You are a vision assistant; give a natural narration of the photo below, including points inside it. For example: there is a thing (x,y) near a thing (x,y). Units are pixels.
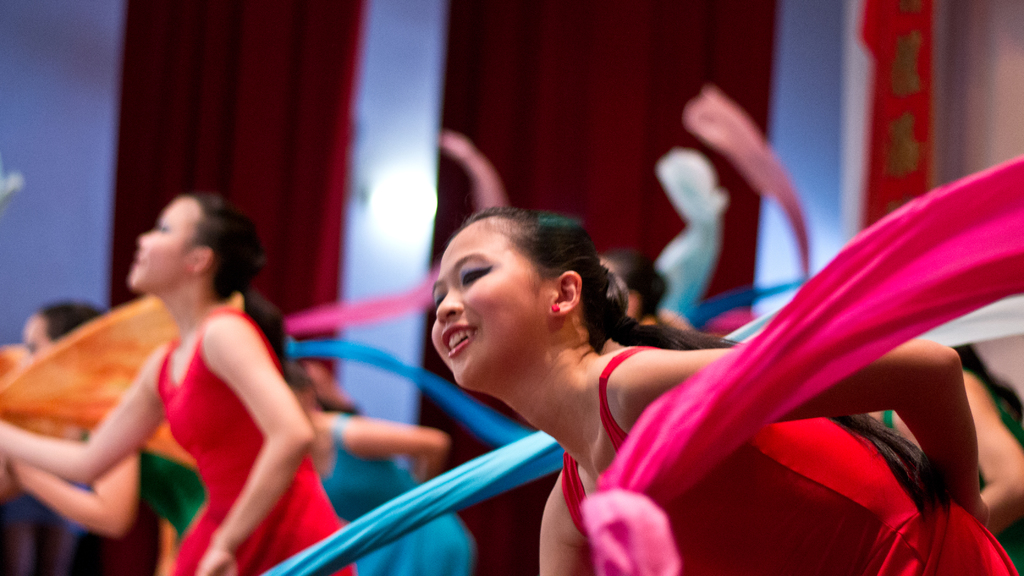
In the center of the image (445,350) we can see a few people (822,519) are performing and they are holding some colorful clothes (188,479). And they are smiling, which we can see on their faces (518,355). In the background (461,164) there is a wall (1009,156), curtains (171,138), lights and a few other objects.
